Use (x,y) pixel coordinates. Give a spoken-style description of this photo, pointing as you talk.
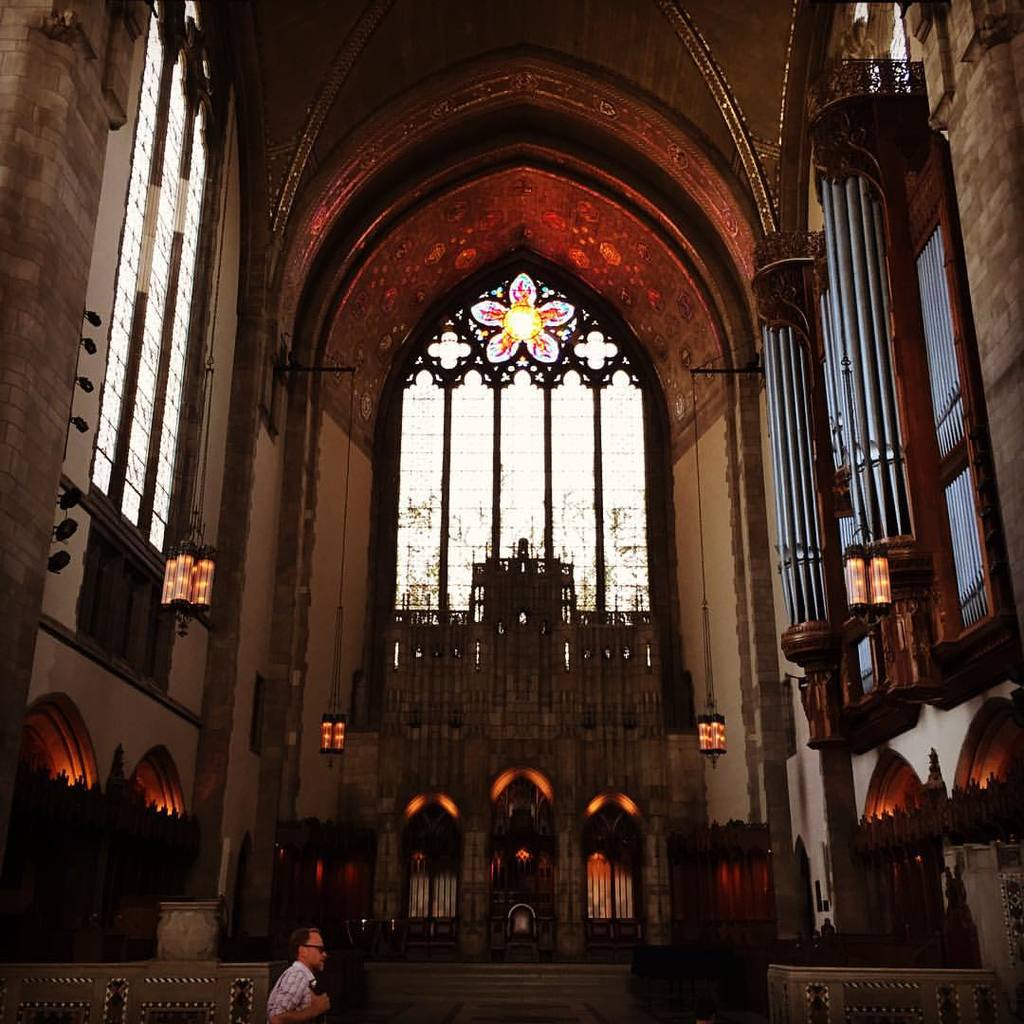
This is an inside view of a building (332,794). In this picture we can see a few arches (453,844), lights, pillars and other things (603,473) are visible in the building (706,113).
